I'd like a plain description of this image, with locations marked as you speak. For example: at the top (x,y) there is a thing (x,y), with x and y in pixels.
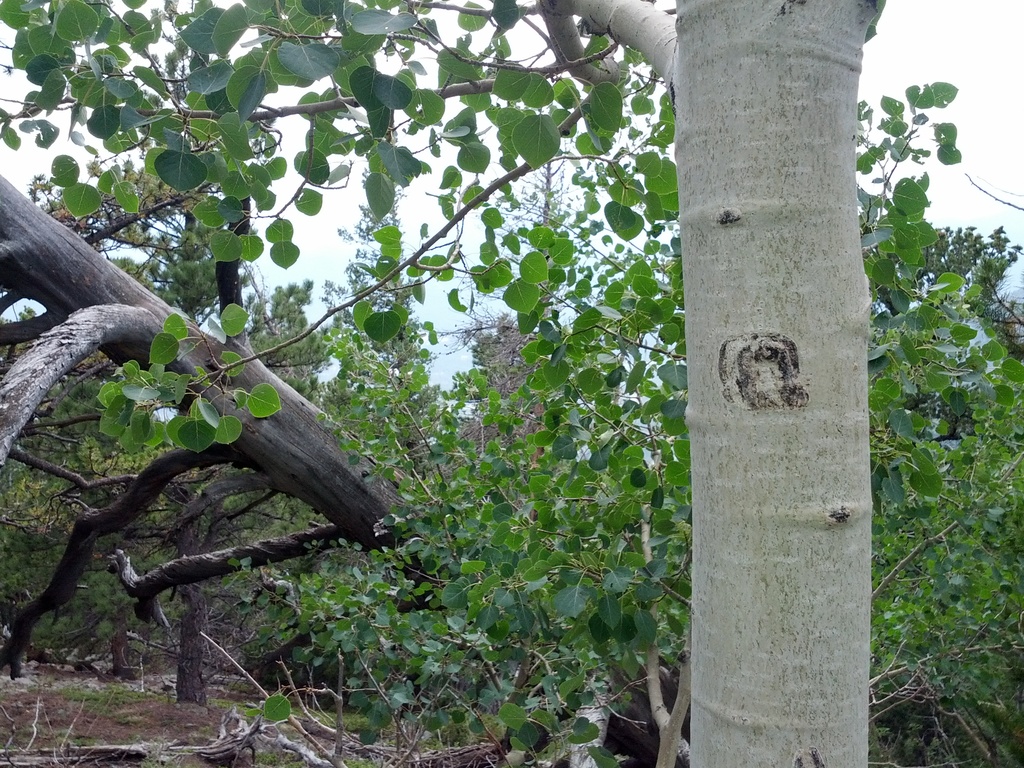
The picture consists of trees (357,538), wooden logs (99,750) and soil (148,728). In the background (430,228) it is sky (959,146). In the foreground (789,290) we can see the trunk (745,310) of a tree (729,393).
